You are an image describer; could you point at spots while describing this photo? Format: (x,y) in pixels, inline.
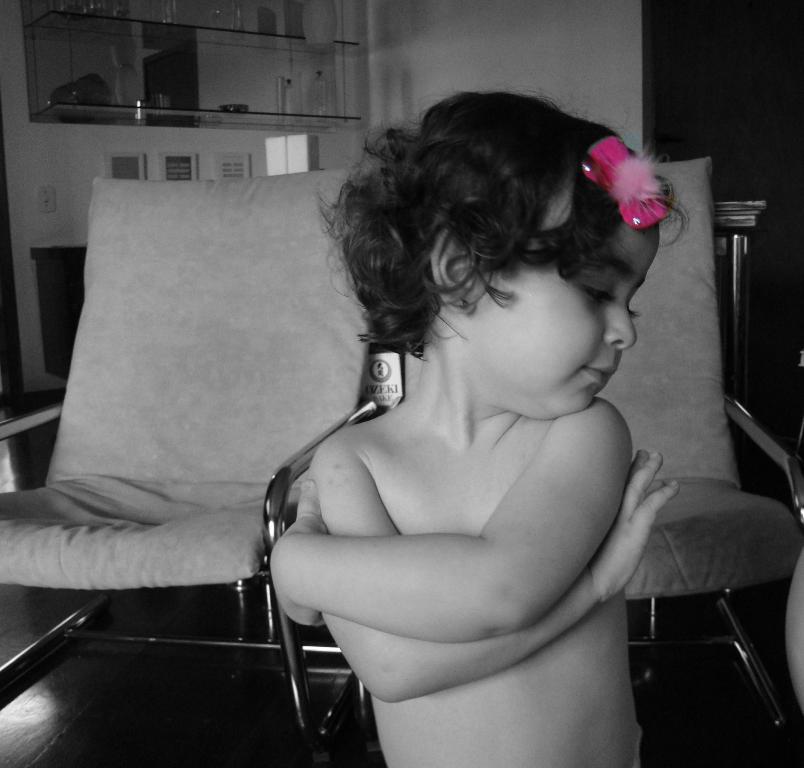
This is a black and white picture. Here we can see a kid (520,595) and there are chairs (628,381). This is floor (151,713). In the background (179,14) we can see a rack (233,127) and wall (540,64).
